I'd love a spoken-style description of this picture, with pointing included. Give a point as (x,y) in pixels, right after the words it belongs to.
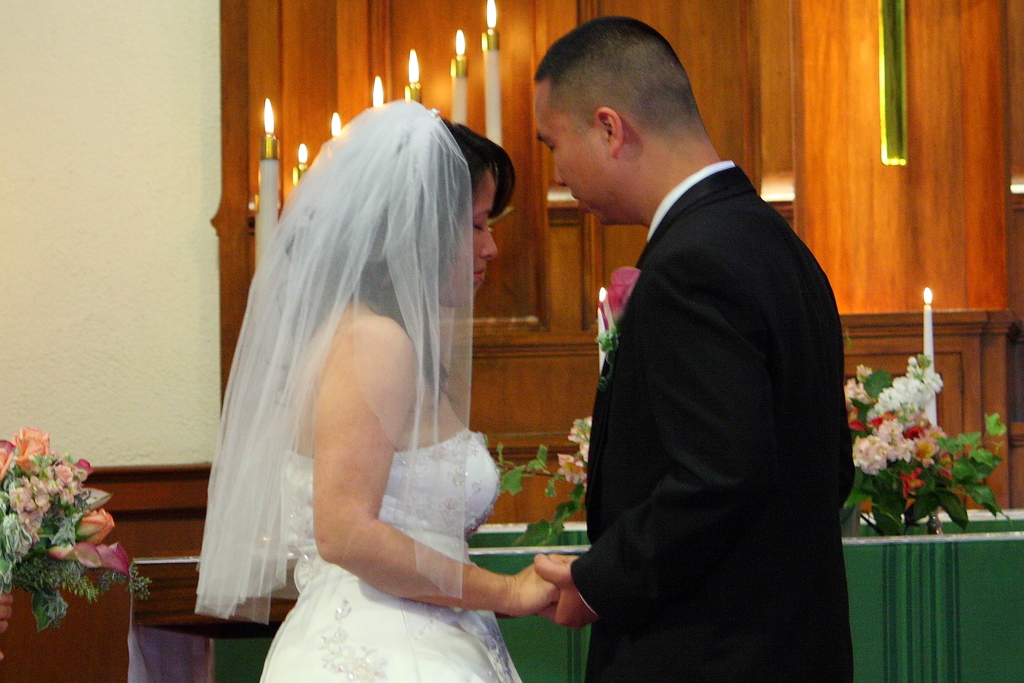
In this picture we can see there are two people (410,636) standing on the path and behind the people (624,513) there are flower vase (890,471) and candles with flames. Behind the flower vases (902,453) there is a wall (96,241) and a wooden object (824,111).
